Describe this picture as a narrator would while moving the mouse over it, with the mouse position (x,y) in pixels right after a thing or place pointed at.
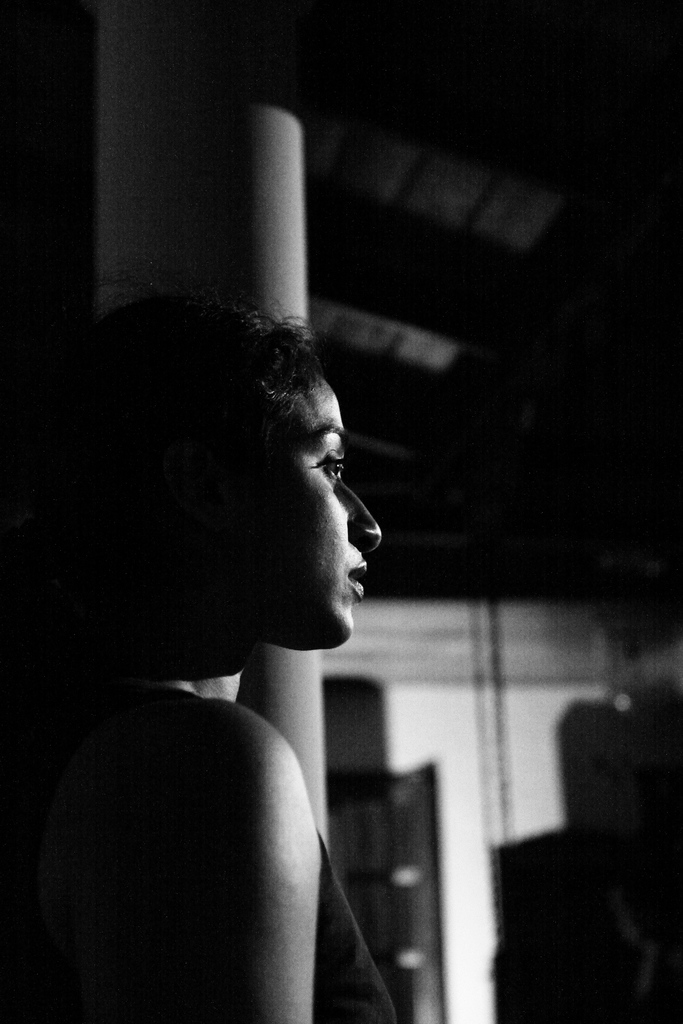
In the image in the center (274,551), we can see one person (84,520) standing. In the background (452,602) there is a wall (514,651), roof (468,317), door (410,909), pillar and a few other objects (641,768).
